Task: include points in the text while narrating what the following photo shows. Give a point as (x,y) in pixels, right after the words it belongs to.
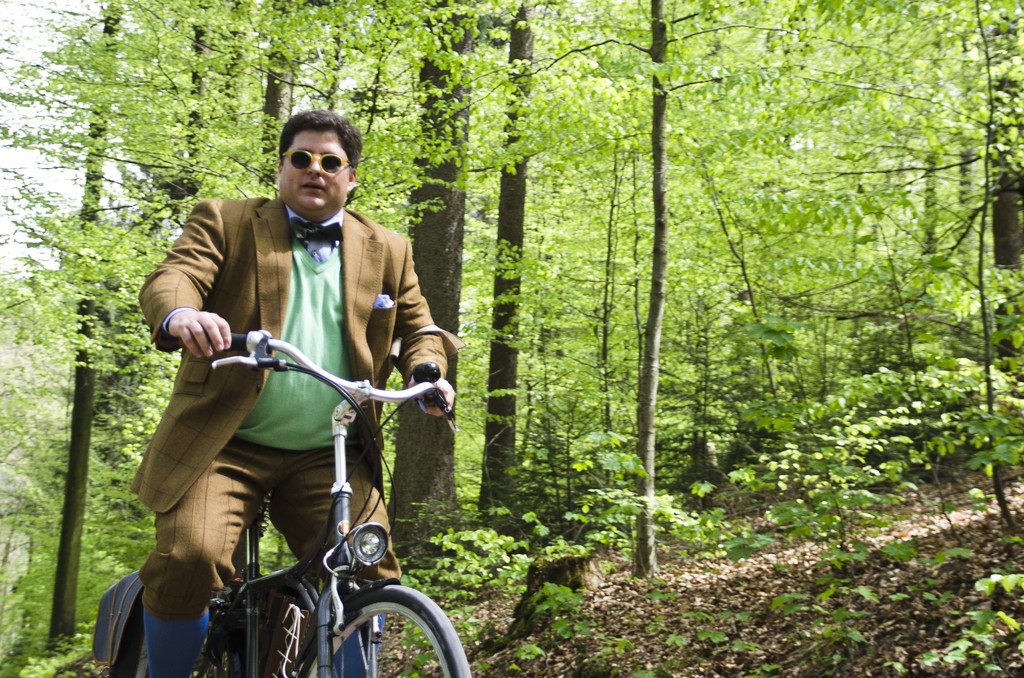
In this image I can see a man (237,496) on his cycle (423,395), I can see he is wearing a shades (337,164). In the background (778,162) I can see number of trees (576,112).
